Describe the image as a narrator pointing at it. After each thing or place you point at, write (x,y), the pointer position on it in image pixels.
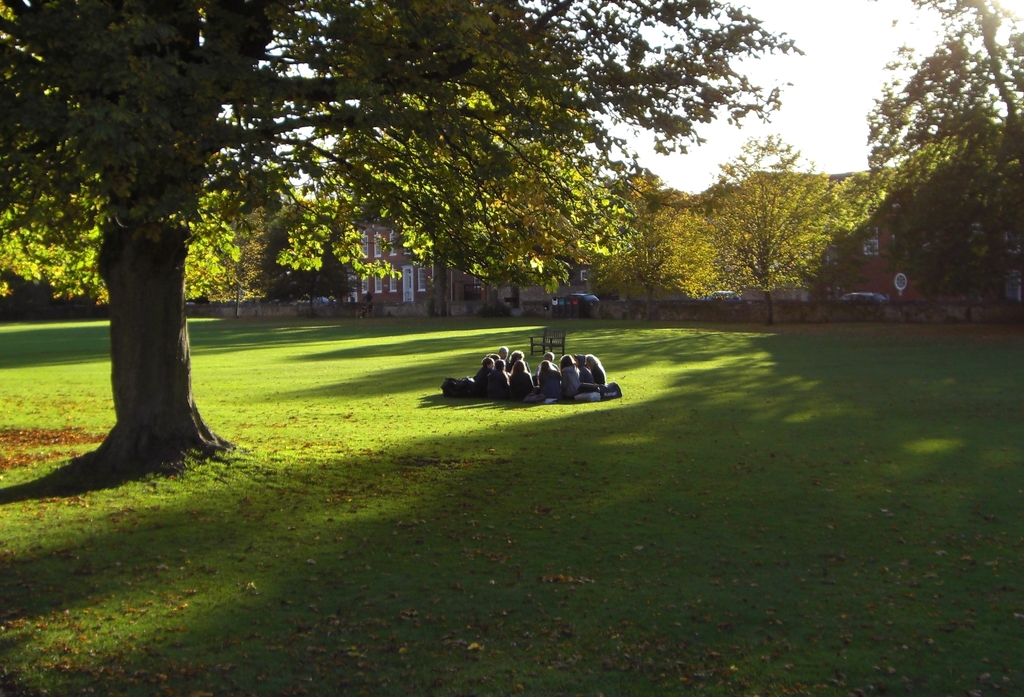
In this picture there are group of people (508,387) sitting on the grass (546,408) and there is a chair (539,341) on the grass (511,332). At the back (987,233) there are vehicles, buildings (884,253) and trees (476,239). At the top (798,9) there is sky (940,20). At the bottom (371,548) there is grass (360,416).
